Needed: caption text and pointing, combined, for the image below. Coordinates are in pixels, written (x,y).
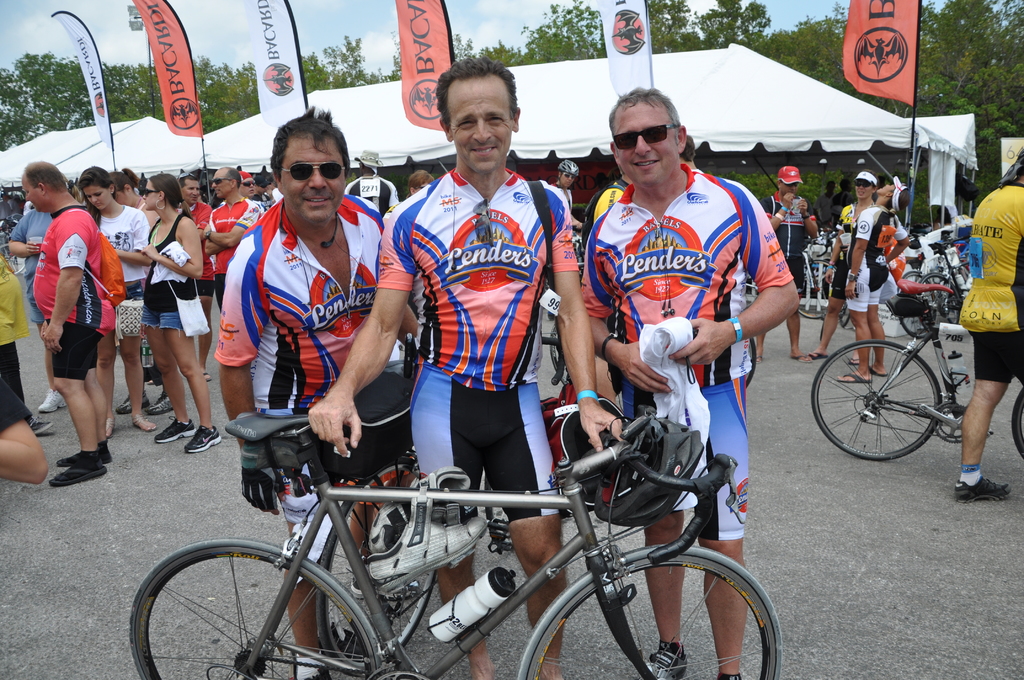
In this image we can see a cycle (365,499) with bottle (456,603), shoes (450,505) and helmet (654,449). Near to the cycle (655,473) there are three persons (350,204) standing. Two persons (350,204) are wearing goggles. In the back (152,211) we can see many people (990,252). Some are wearing caps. Some are holding bags (127,306). Also there are cycles (911,272). In the background (362,101) there are tents (349,105). And we can see banners (86,73). In the background (545,40) there are trees (53,63) and sky (331,29) with clouds (520,30).
